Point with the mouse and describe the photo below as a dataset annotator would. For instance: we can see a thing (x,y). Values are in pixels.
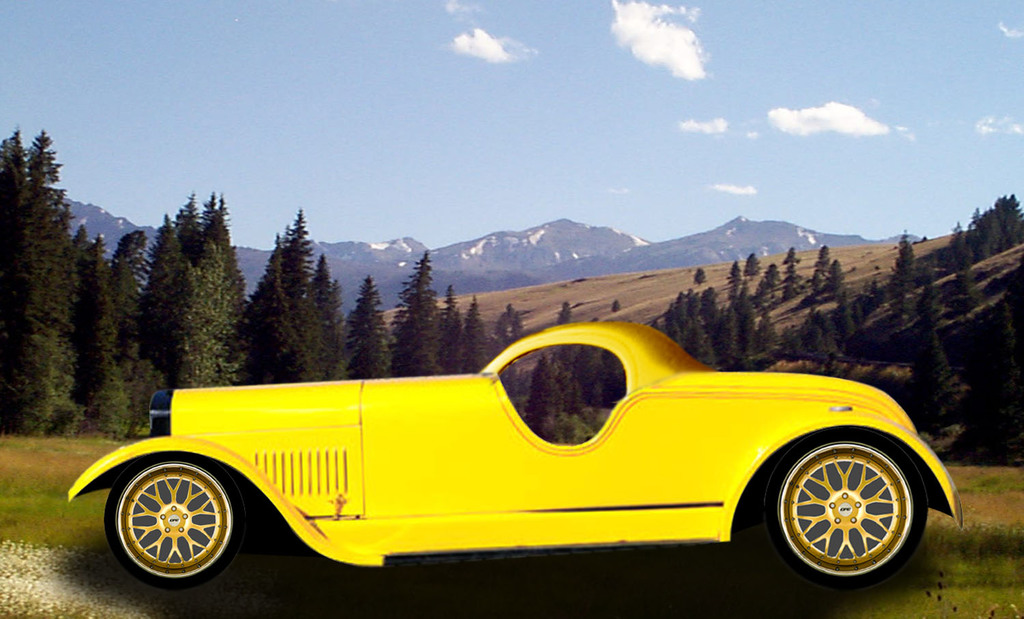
In this image we can see many mountains (503,271). There is a blue and a slightly cloudy sky (536,133) in the image. There are many trees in the image. There is an animated car (804,459) in the image.
